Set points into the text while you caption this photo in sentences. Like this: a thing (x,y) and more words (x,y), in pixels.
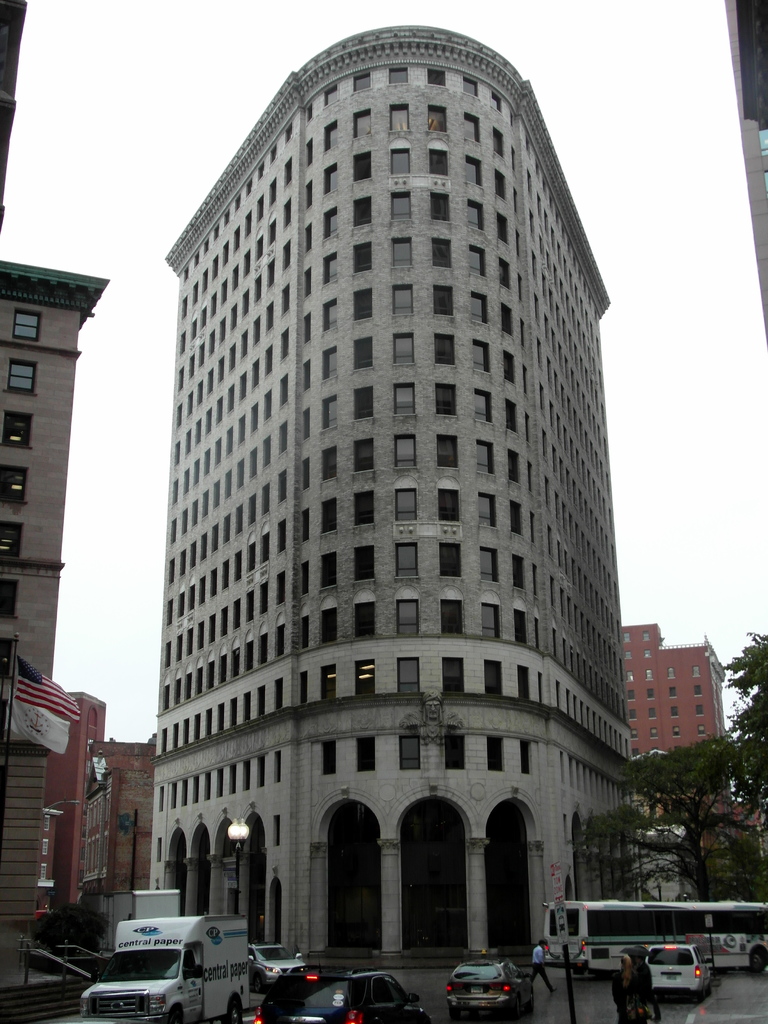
At the bottom of the image (728,940) there are many vehicles (729,925) and also there are poles (572,1009) with a sign board (560,928) and lamps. Behind them there is a building (242,430) with walls (421,169), windows (394,123), arches (331,802), pillars (316,903) and doors (502,827). On the left corner of the image (21,826) there is a building (30,906) with walls (1,948), windows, steps (46,977) and railings (39,948). And also there is a pole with a flag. On the right corner of the image (716,760) there are trees (694,854). At the top of the image (178,76) there is sky (120,225).
